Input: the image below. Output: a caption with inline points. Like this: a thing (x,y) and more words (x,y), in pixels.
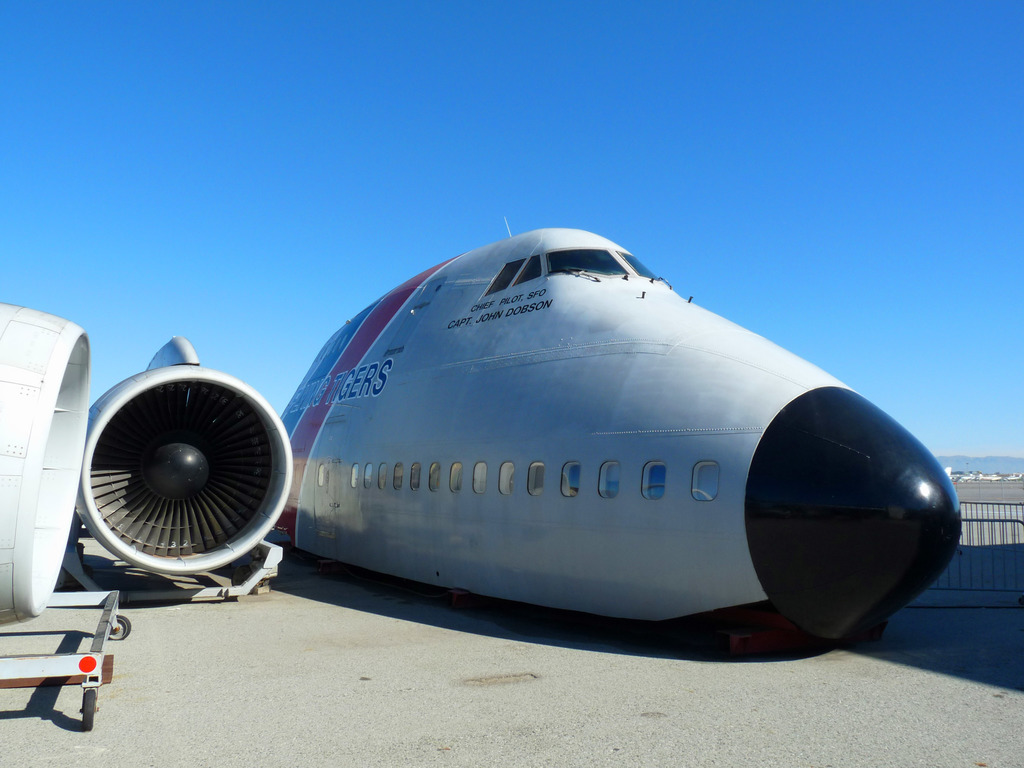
This picture consists of parts (490,321) of an aircraft (561,461) in the image.
